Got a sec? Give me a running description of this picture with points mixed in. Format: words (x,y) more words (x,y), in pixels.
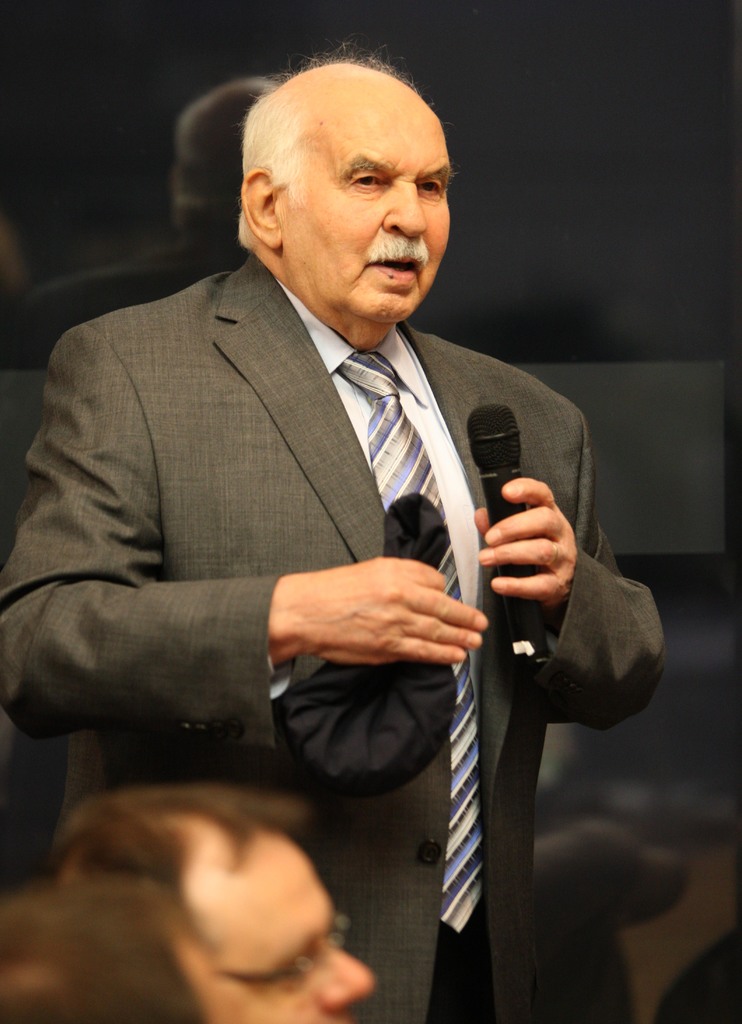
He is standing. He is wearing a coat (312,410) and tie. He is holding a mic (522,608). We can see in background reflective panel (485,303).
